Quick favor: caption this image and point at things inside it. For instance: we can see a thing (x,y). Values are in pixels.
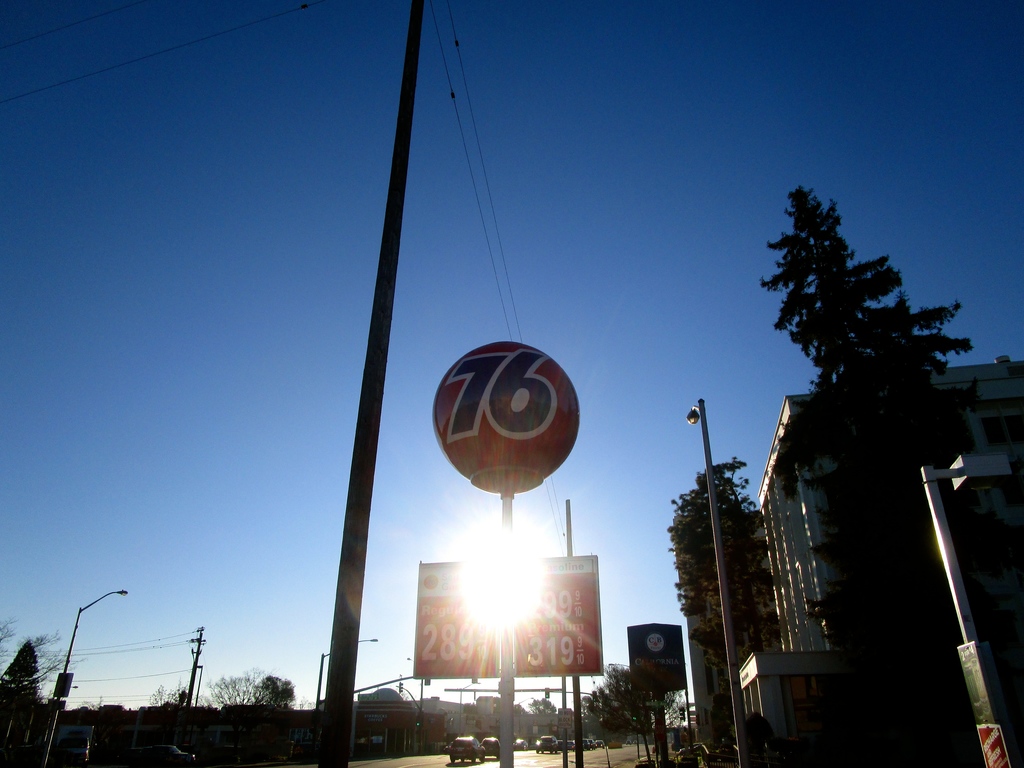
In this picture we can see poles (336,677) and boards (971,698) in the front (673,628), on the right side (800,576) there is a building (777,590), in the background (860,561) there are some trees (881,559), we can see some vehicles (486,752) are traveling on the road (543,754), there is the sky (648,128) at the top of the picture (639,116).
